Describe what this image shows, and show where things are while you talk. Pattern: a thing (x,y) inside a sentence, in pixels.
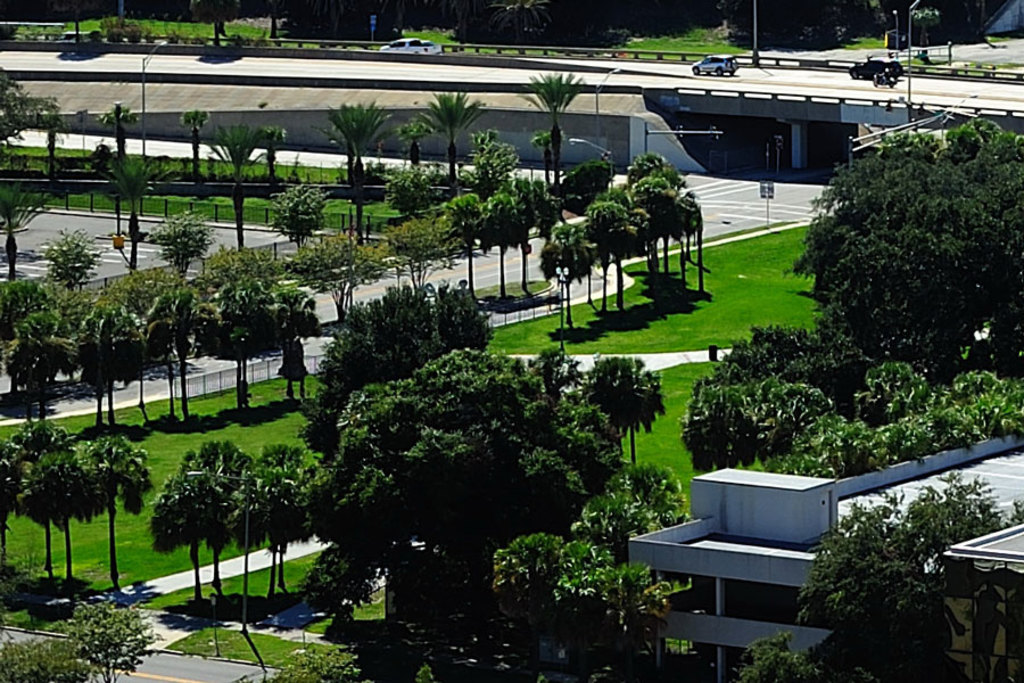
In the image we can see there are lot of trees (870,396) and there is ground (98,578) covered with grass (31,532). There is a building (1009,592) and there are cars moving on the road (808,71).
